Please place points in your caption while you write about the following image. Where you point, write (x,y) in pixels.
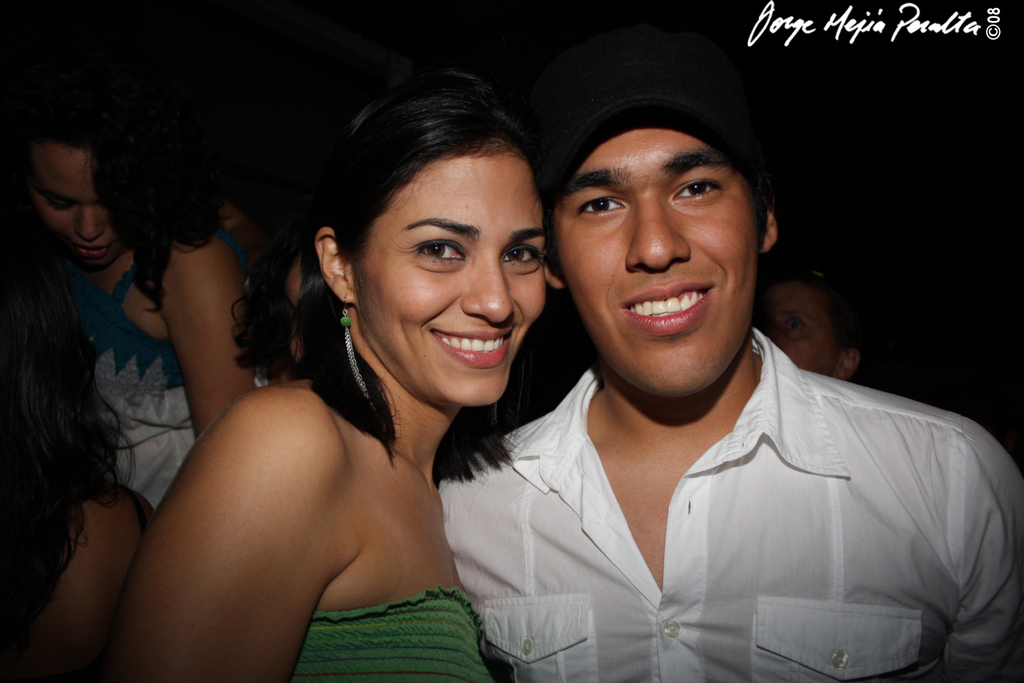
In this image, we can see two people (496,506) man (633,478) and woman (327,459). On the left side (176,128), we can also see another woman (189,389). In the background (887,191), we can see black color and head (855,316) of a person (832,358).
